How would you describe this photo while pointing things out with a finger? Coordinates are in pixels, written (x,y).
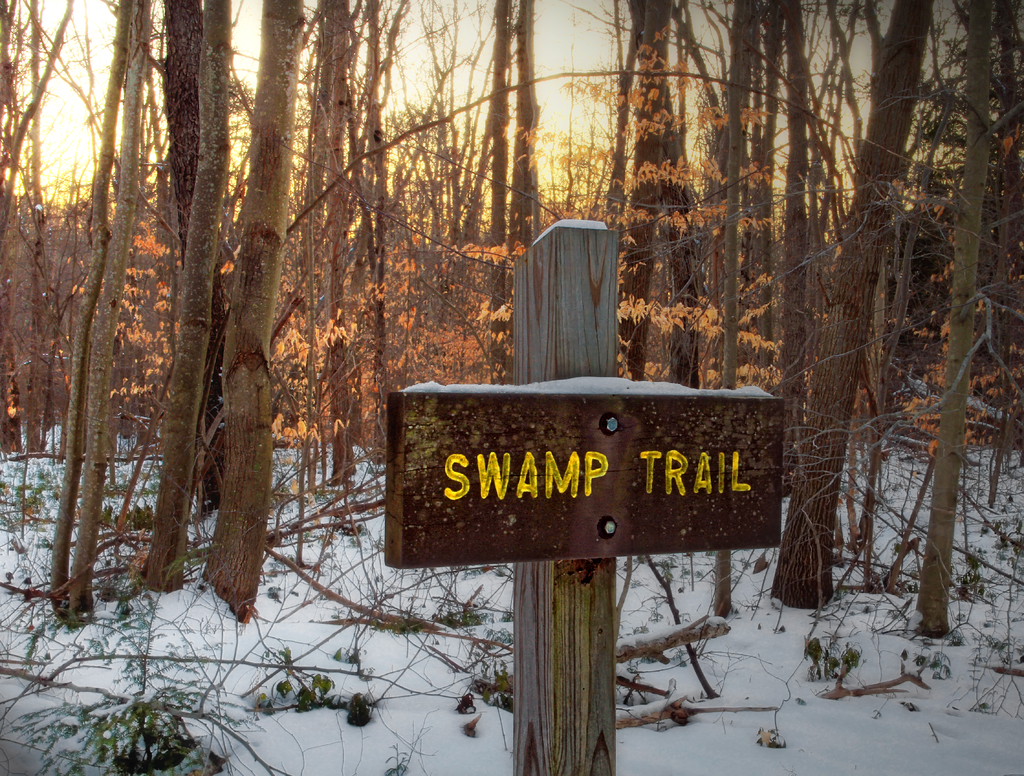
In this picture I can see a board (481,486) attached to the wooden pole (583,645). I can see snow (717,698), and in the background (783,318) there are trees (470,143).
